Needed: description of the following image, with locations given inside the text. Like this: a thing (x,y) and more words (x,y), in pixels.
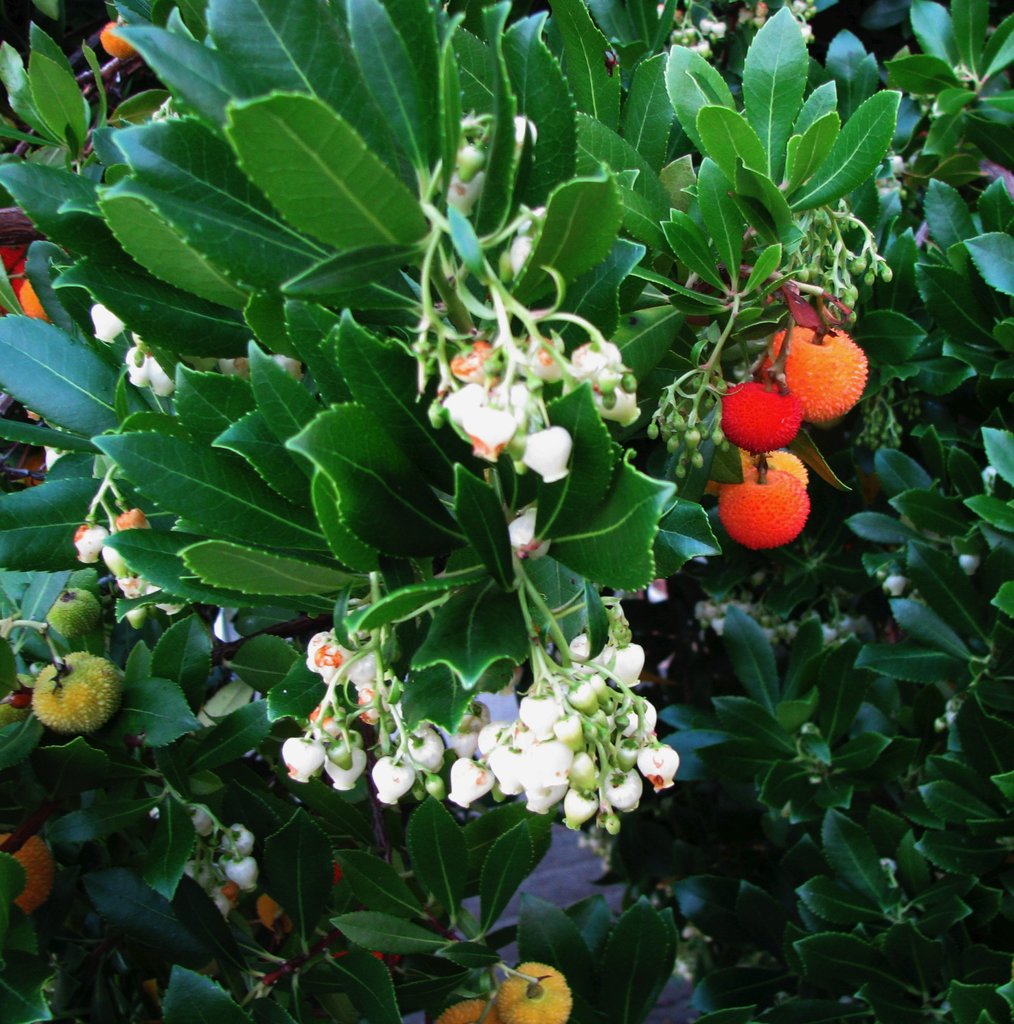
In this image there are some plants (705,466), and some flowers (524,254) and fruits (803,393).
